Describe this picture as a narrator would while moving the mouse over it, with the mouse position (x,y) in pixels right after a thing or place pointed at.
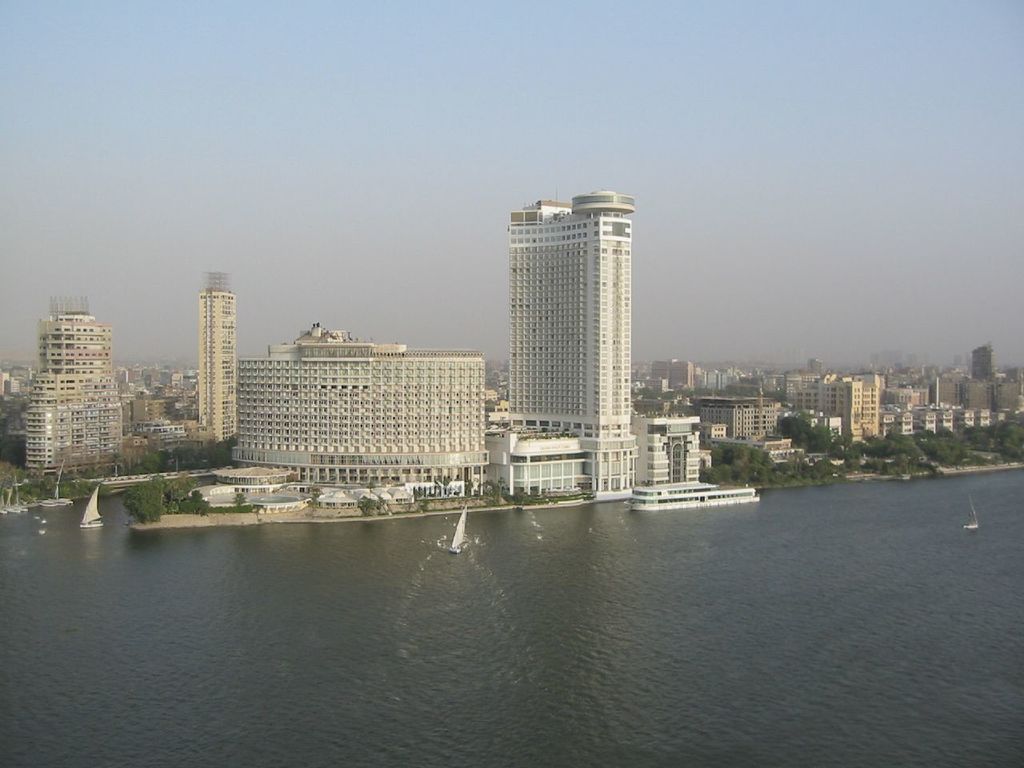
In this picture I can observe a river (462,618). There are some boats (92,525) and a ship (682,504) floating on the water (328,600). I can observe some trees (159,504) and buildings (408,393) in this picture. In the background (345,152) there is a sky (492,133).
